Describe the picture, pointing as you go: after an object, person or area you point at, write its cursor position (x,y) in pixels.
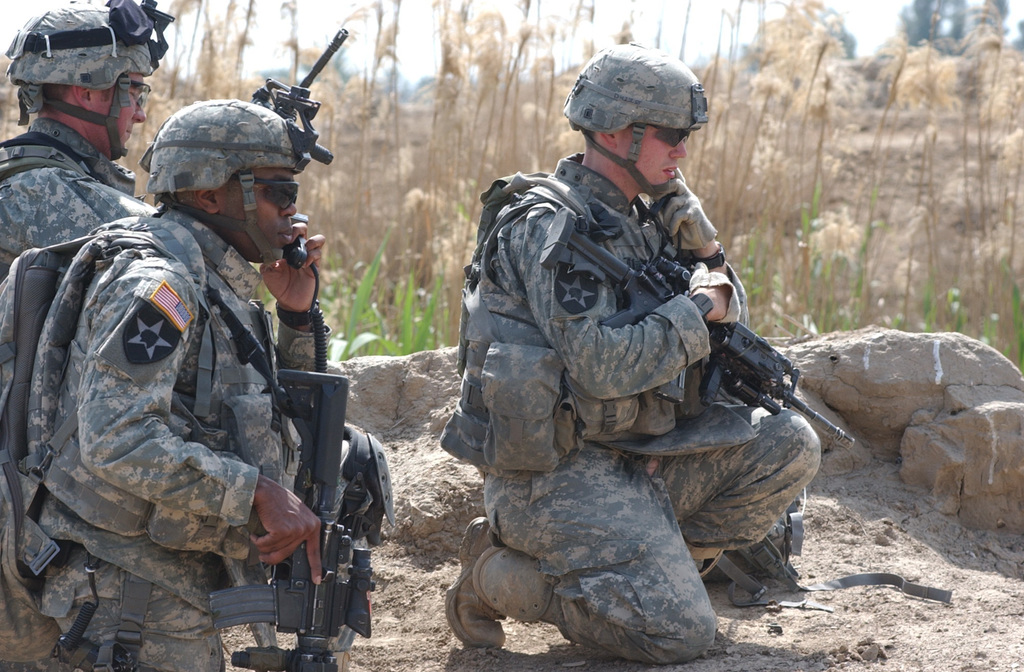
In this picture I can see three persons (64,167) with helmets (36,99) and rifles (334,665), there are stones (987,487), plants (957,225), trees (915,11), and in the background (538,40) there is sky (284,35).
